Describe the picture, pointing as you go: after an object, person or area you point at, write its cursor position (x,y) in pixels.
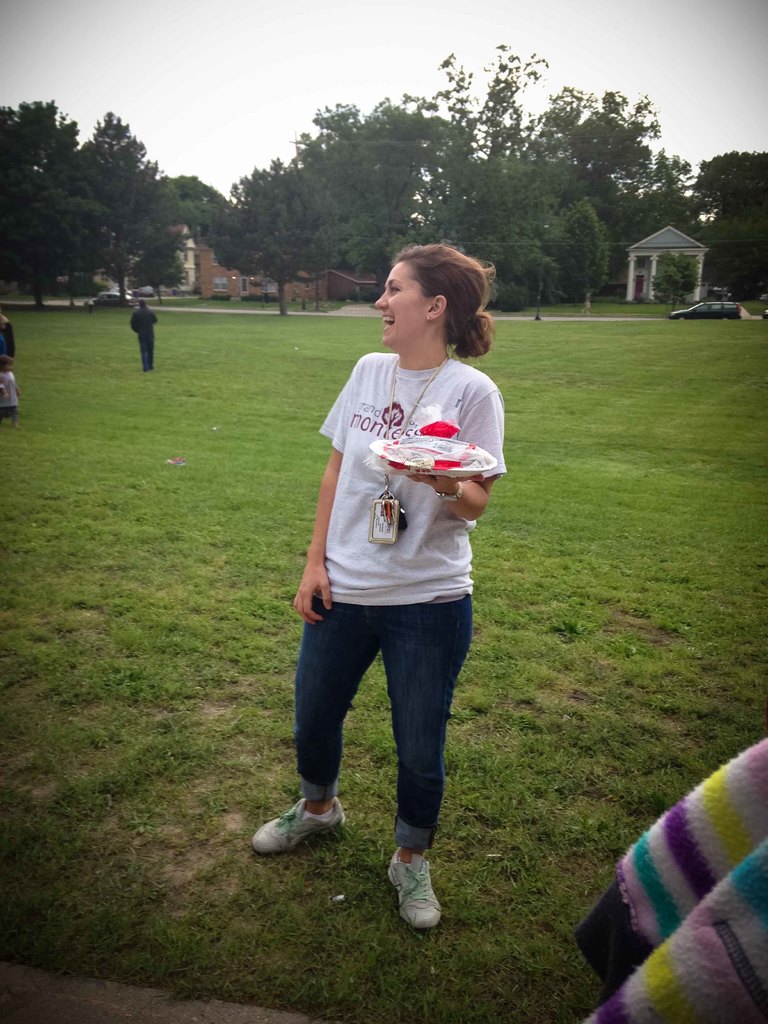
This image consists of a woman (342,461) wearing a white T-shirt (415,525). She is holding a plate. At the bottom (117,725), there is green grass (235,916) on the ground (148,632). On the left (151,351), we can see three persons (151,341). In the background (456,166), we can see buildings (218,275) and trees (369,229). At the top (210,56), there is sky (225,58). In the middle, there are cars (127,298). On the right (735,969), we can see a cloth (690,944), which looks like a sweater (661,937).
